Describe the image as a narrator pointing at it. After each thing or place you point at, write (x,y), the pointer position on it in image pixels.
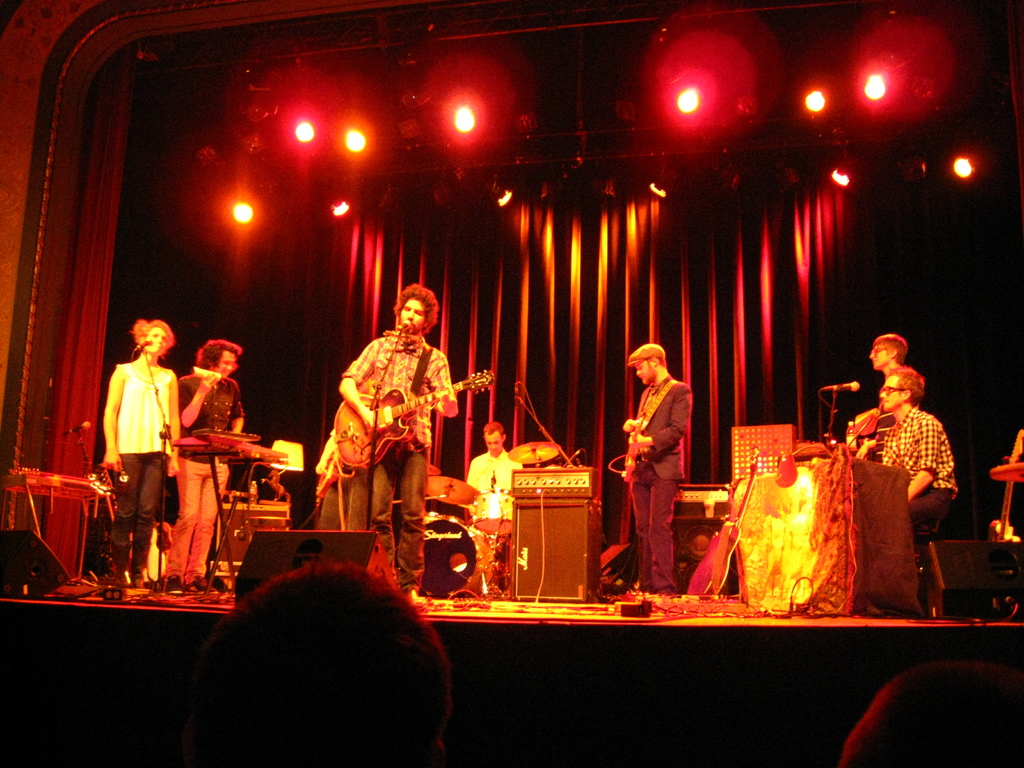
As we can see in the image there are few people (237,425) standing on stage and playing different types of musical instruments (460,496).
